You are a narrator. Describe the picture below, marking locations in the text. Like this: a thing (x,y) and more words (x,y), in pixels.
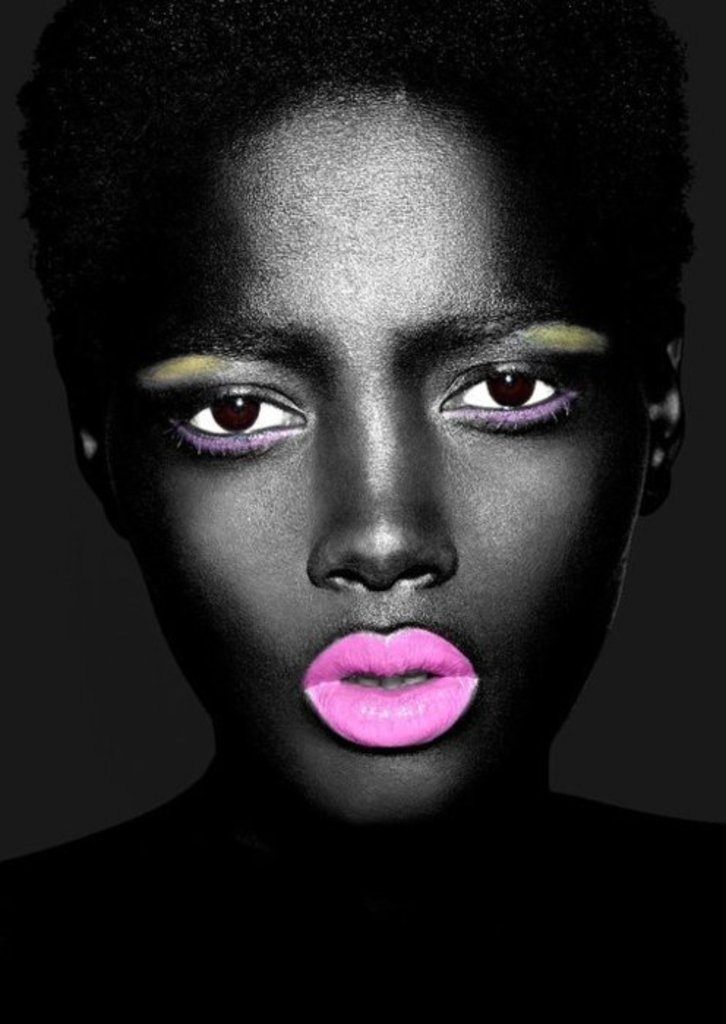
In this image I can see the person (322,829). I can see the person (252,663) with pink color lipstick (348,709). And there is a black background (618,666).
